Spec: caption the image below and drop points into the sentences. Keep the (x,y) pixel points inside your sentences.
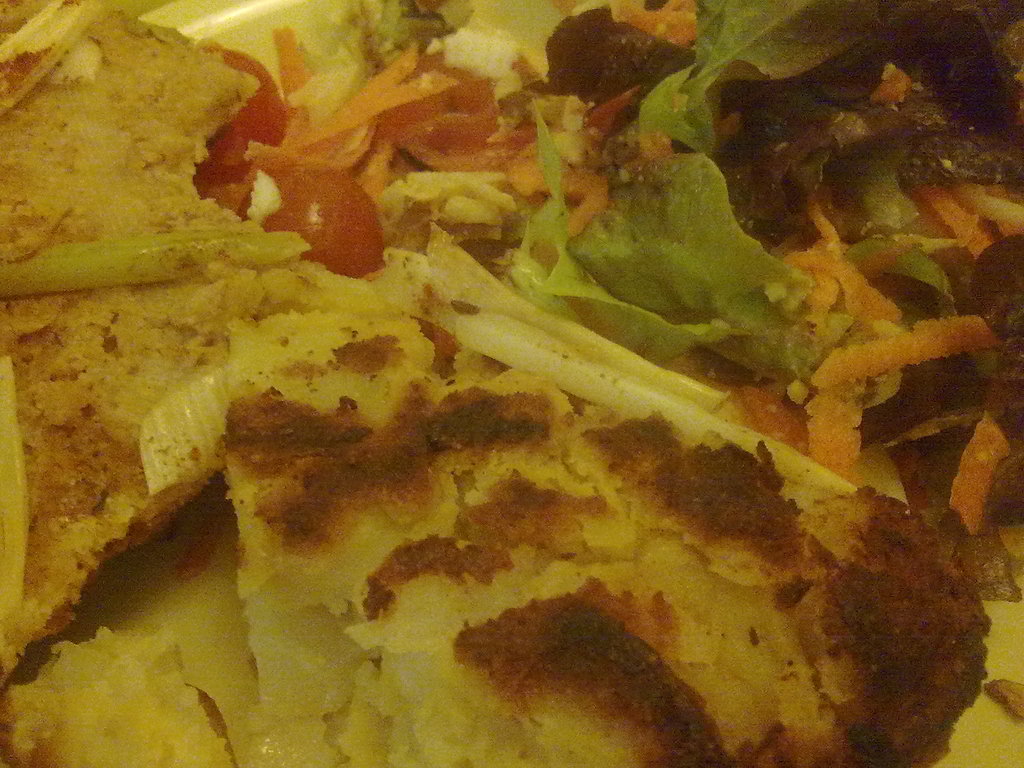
In this image we can see food (467,504).
